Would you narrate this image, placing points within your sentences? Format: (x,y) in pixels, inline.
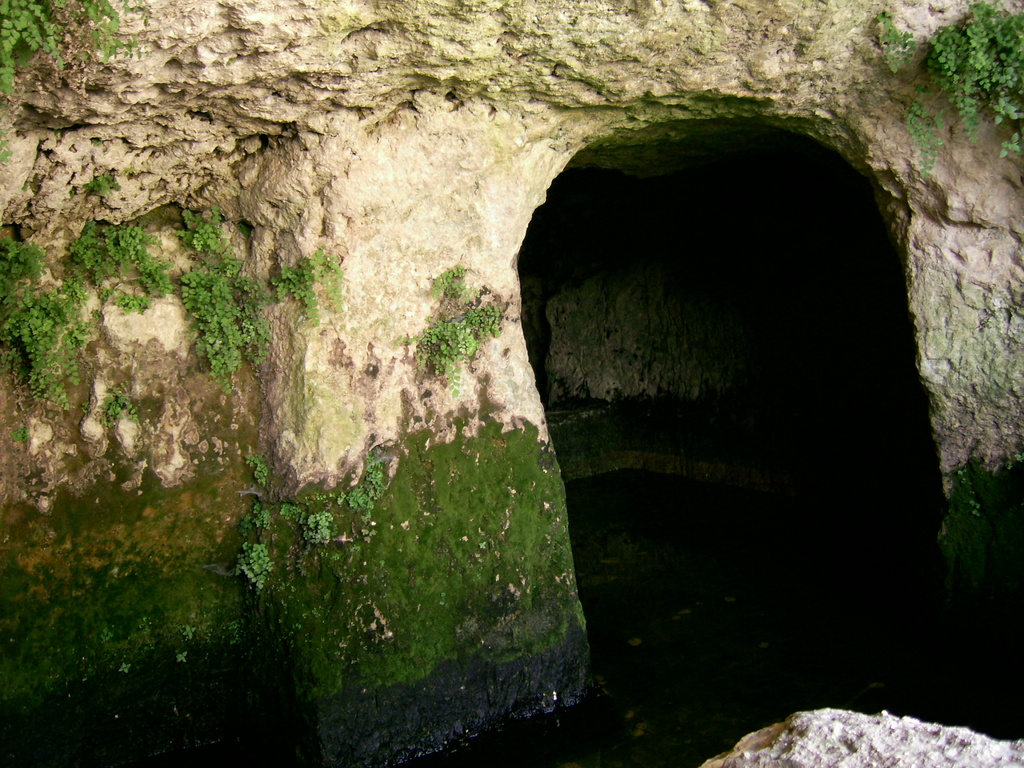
In the foreground of this image (544,568), there is an arch (665,147) to the rock (287,372). At the bottom (647,719), there is water (844,677) and a rock (850,737). We can also see few plants (962,77) on the rock (530,56).
